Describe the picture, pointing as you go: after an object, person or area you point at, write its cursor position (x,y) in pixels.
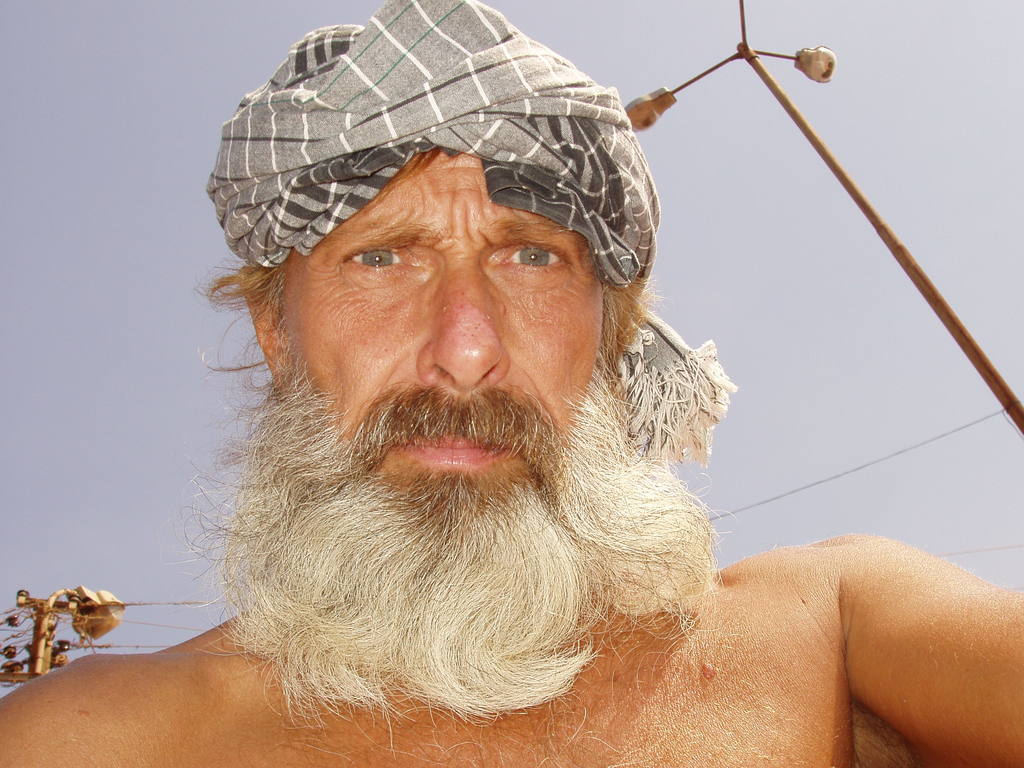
In this image I can see a person (491,582). At the top (634,109) I can see an electric pole (821,153) and the sky (768,237).
